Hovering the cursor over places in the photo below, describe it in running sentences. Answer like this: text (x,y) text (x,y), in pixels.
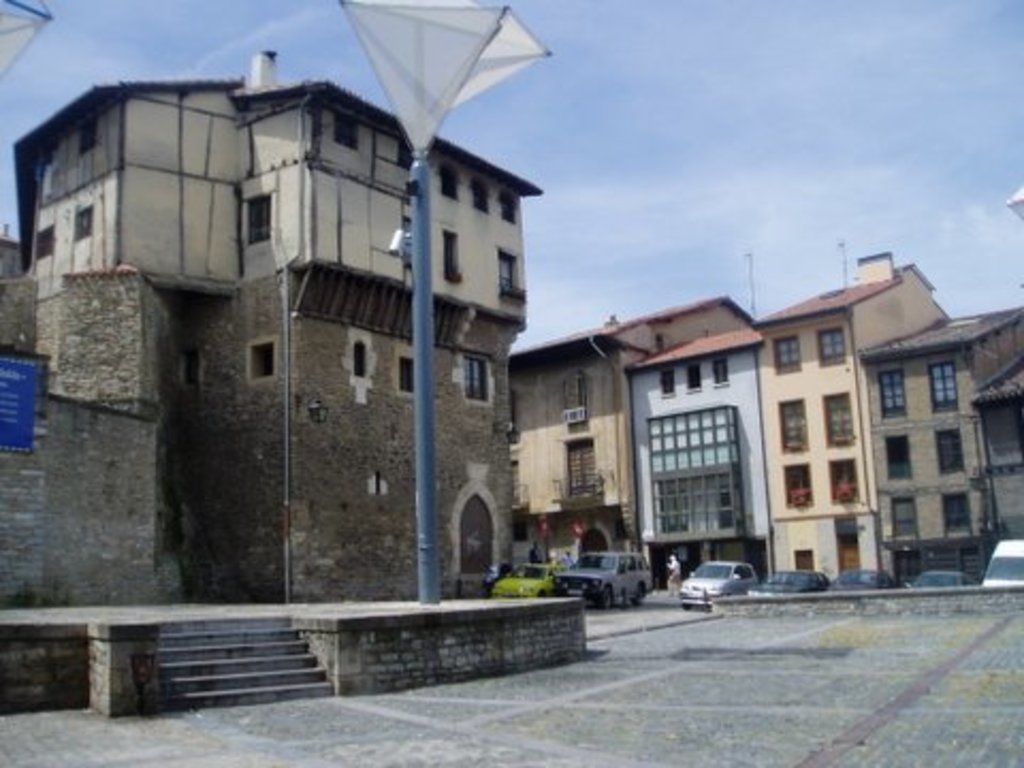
In the picture we can see a road (638,635) on near it, we can see a house building (296,307) with windows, door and steps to it and opposite to the building (365,209) we can see other buildings (913,286) with windows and near to it, we can see some cars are parked on the path (592,642) and in the background (675,120) we can see a sky (806,291) with clouds (809,194).
